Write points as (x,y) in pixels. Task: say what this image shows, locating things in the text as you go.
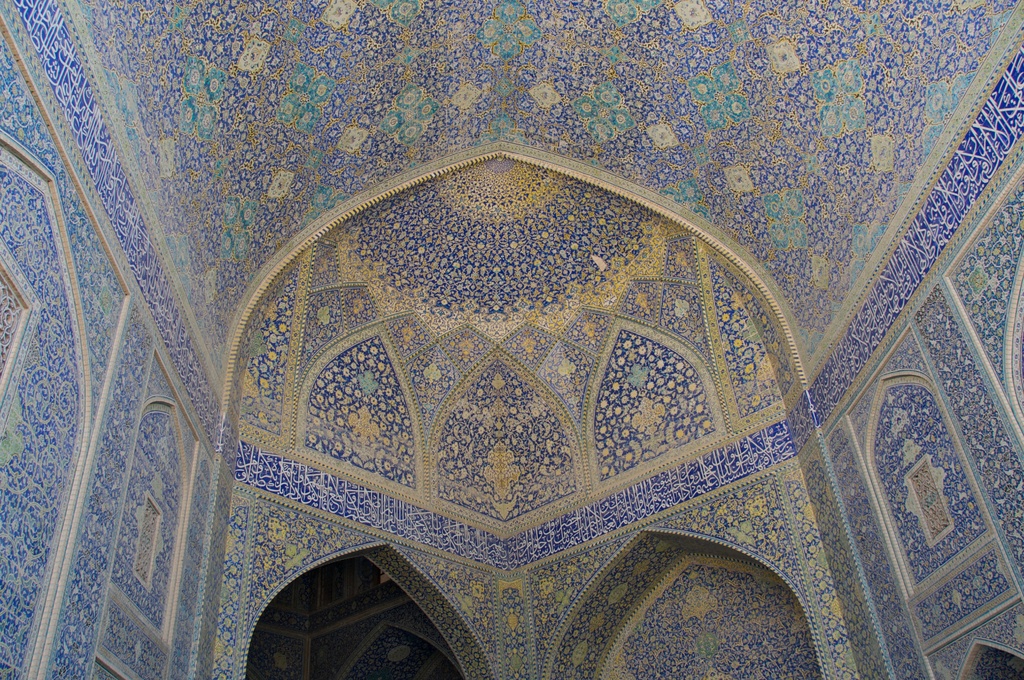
In the image in the center (645,288), we can see one building (491,446), wall (68,507) and roof (376,203). And we can see some art work (420,315) on the wall (49,372).
